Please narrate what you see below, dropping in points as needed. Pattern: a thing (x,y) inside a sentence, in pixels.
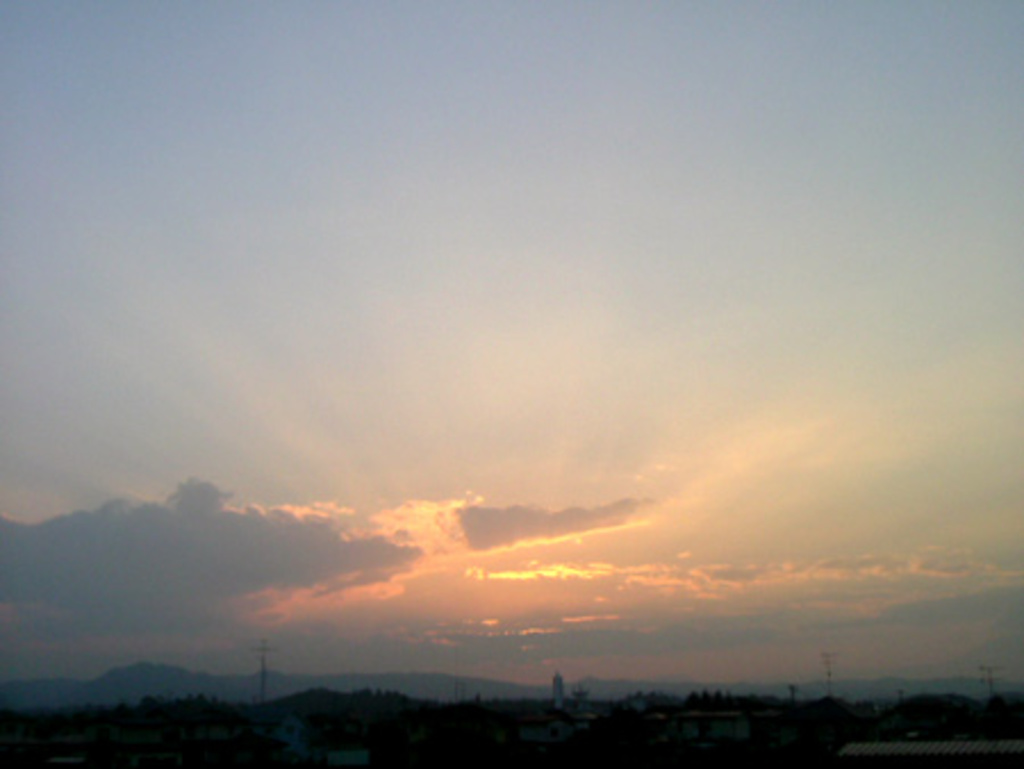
Here in this picture we can see trees (289,703) and plants (982,725) present all over there and we can see electrical towers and mobile towers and buildings (746,725) here and there on the ground (568,728) and we can see clouds (206,579) in sky (402,606).
